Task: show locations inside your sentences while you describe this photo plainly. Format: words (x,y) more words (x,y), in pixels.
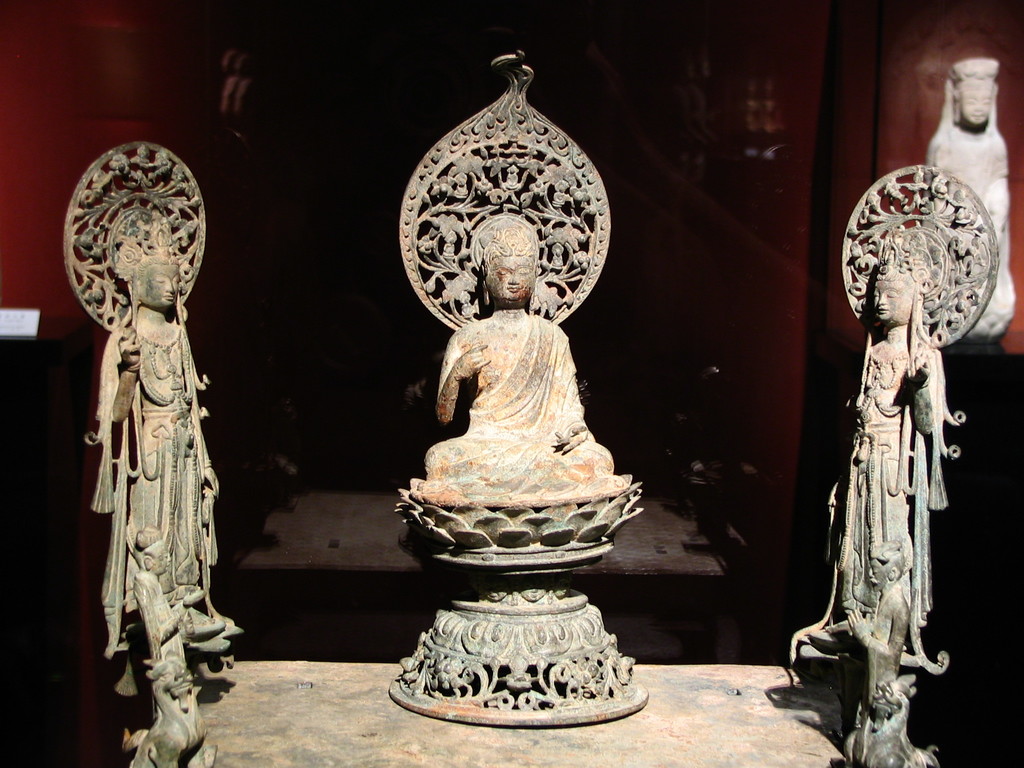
In this picture we can see there are sculptures (183,712) on the floor (301,697) and behind the sculptures (533,116) there is a wall (225,315).
